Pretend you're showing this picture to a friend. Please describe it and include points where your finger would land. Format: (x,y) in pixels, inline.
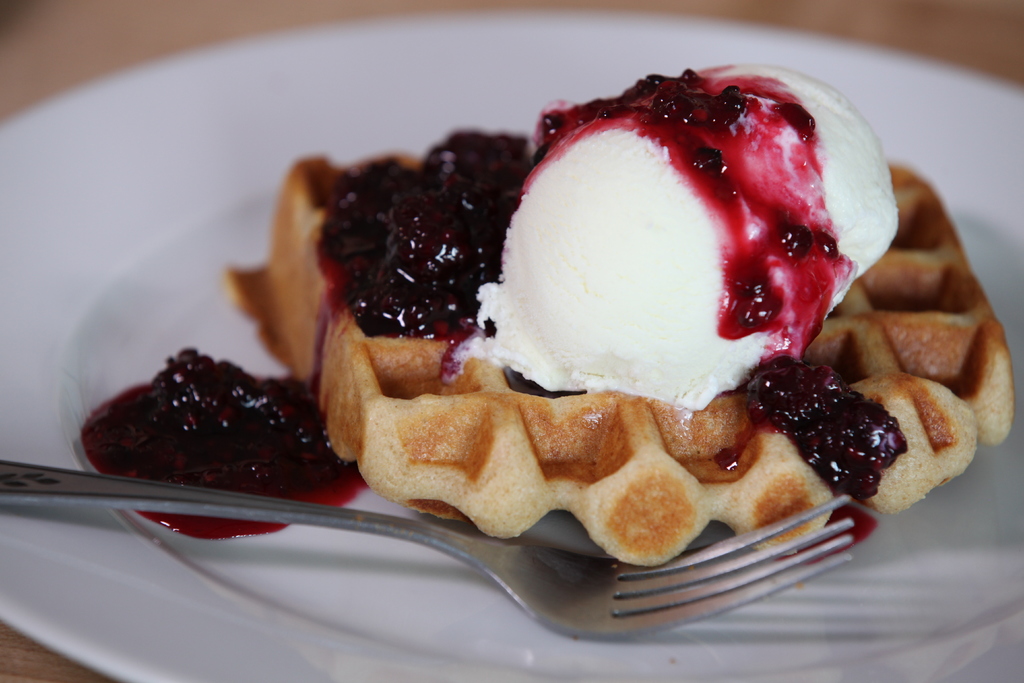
In this picture we can see a table (140,40). On the table (8,49) we can see a plate (175,604) which contains food (623,427) with fork (605,566).
